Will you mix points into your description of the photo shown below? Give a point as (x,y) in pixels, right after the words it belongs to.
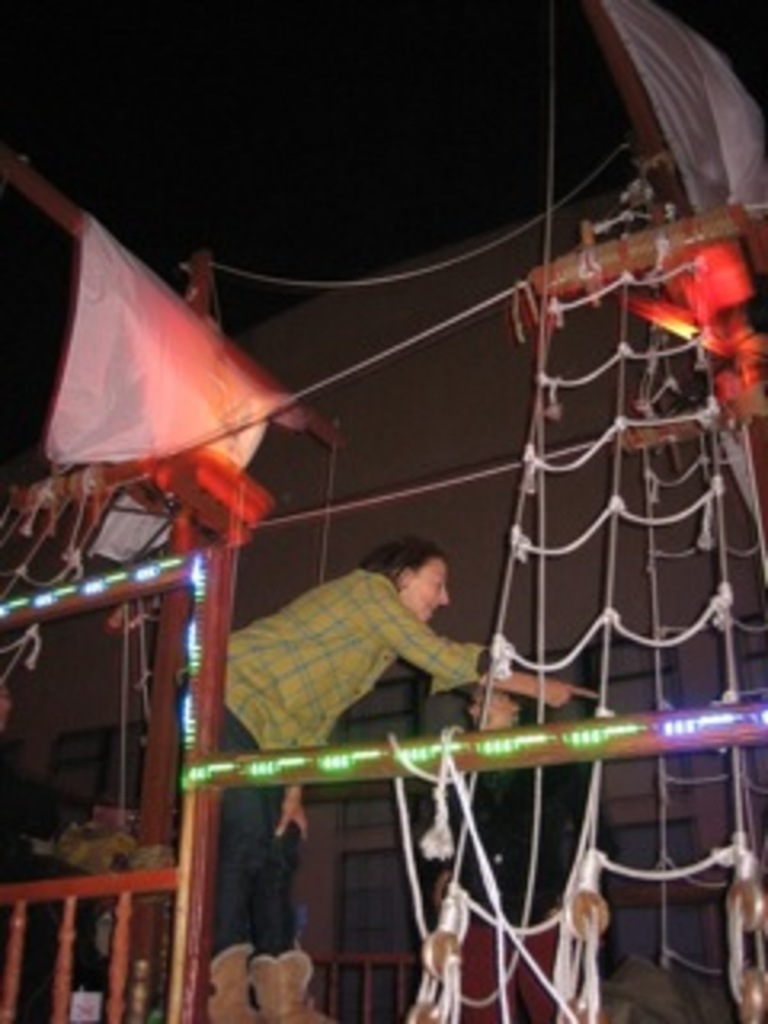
In this image, we can see people (252,702) and there are ropes (662,796), rods (221,728) and we can see clothes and there are railings (48,888).
